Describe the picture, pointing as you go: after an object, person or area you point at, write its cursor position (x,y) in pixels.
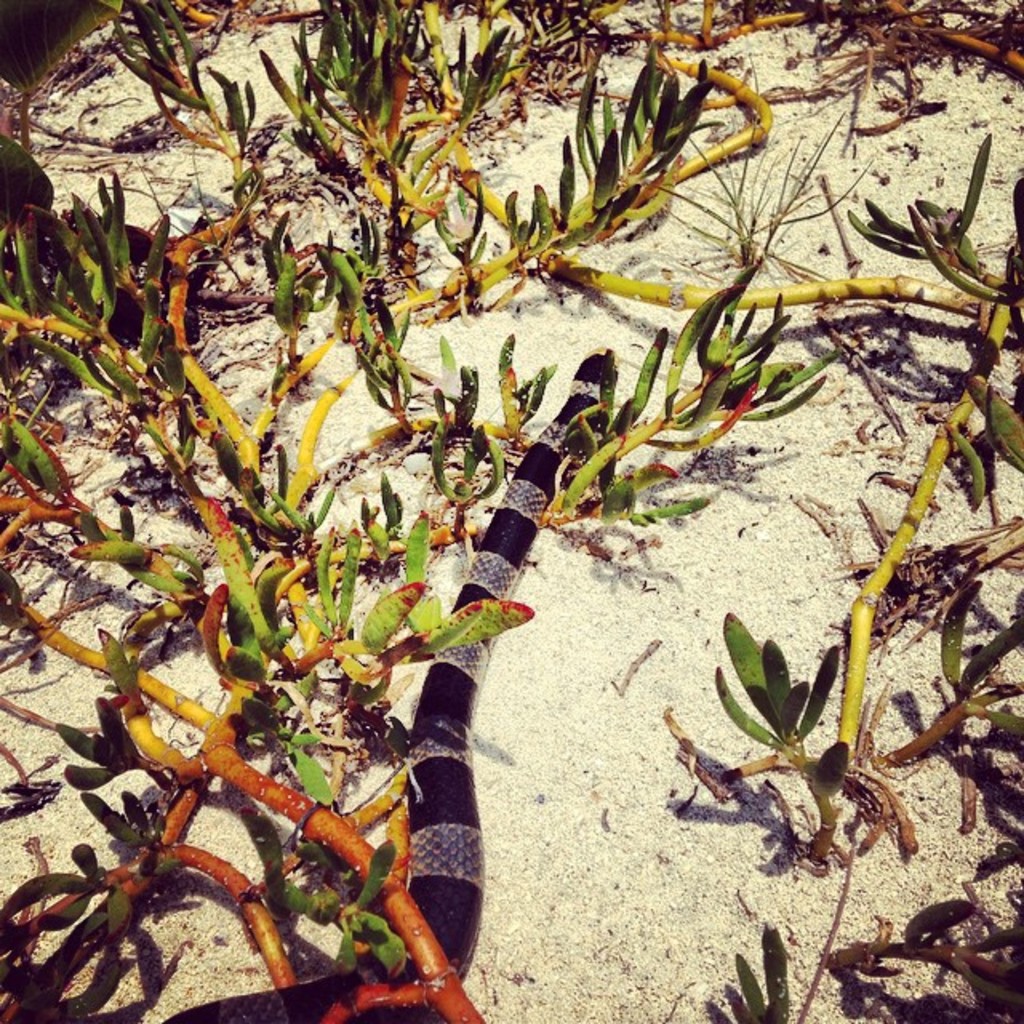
This picture is clicked outside. In the center (525,489) we can see the snake (530,531) on the ground (661,916) and we can see the branches (907,541), stems (167,710) and the leaves (392,604) and we can see some other objects (571,15).
